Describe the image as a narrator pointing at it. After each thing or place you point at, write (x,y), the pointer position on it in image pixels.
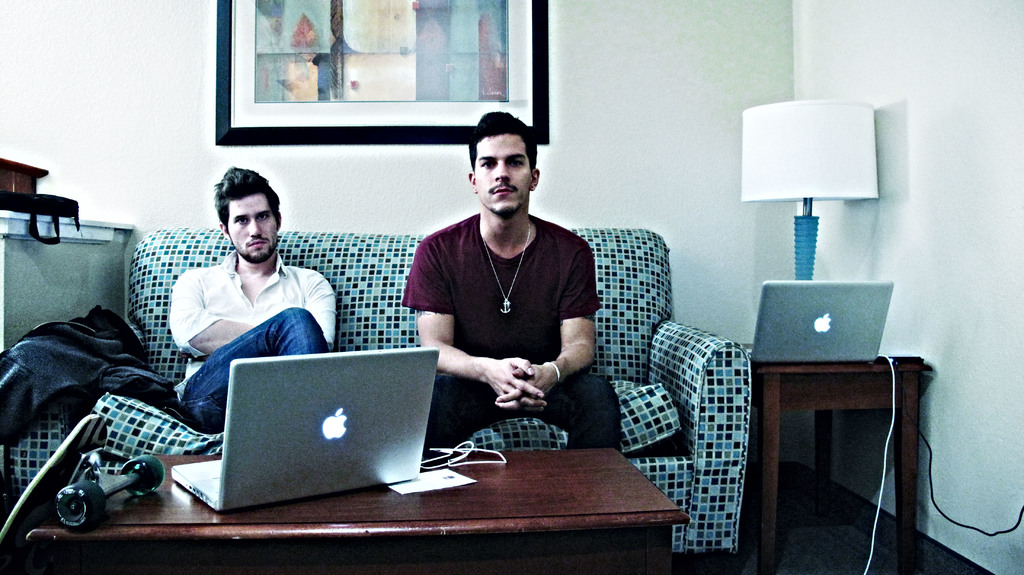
In this picture we can see two men (412,307) sitting on sofa (672,420) and in front of them on table (209,552) we have laptop (205,465), skateboard (84,505), paper (441,473), wires (469,451) and beside to them we have lamp (781,187), laptop (839,342) on other table (764,383) and in background (502,81) we can see wall (198,85) with frame (297,63).
